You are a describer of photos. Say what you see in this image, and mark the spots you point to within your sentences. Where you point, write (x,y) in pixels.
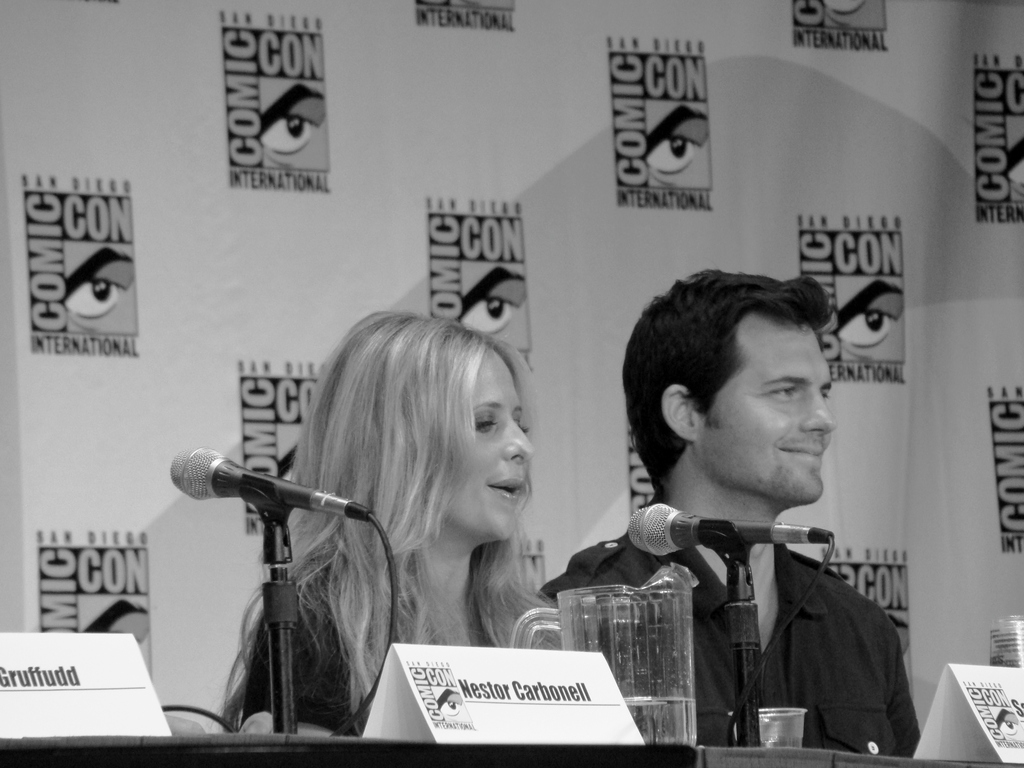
It is a black and white image in this image we can see a man (797,339) and a woman (481,507) in front of a table (468,759) and on the table (170,736) we can see the name boards (472,678), glasses (1001,625) and also mike's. In the background (467,199) there is banner (892,229) with the text (984,148).
